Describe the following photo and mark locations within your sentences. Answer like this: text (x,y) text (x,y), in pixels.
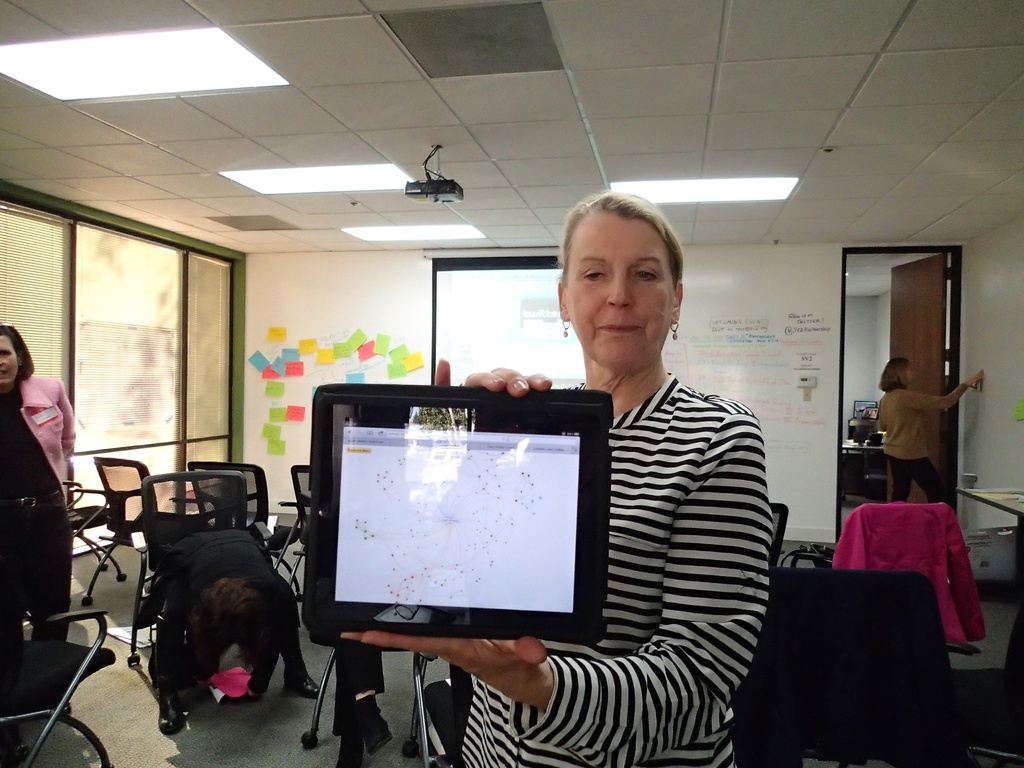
In this image we can see a woman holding an electronic gadget (404,492) and we can also see boards (486,262), projector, door (933,366), chairs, window (147,294) and people (257,605).
